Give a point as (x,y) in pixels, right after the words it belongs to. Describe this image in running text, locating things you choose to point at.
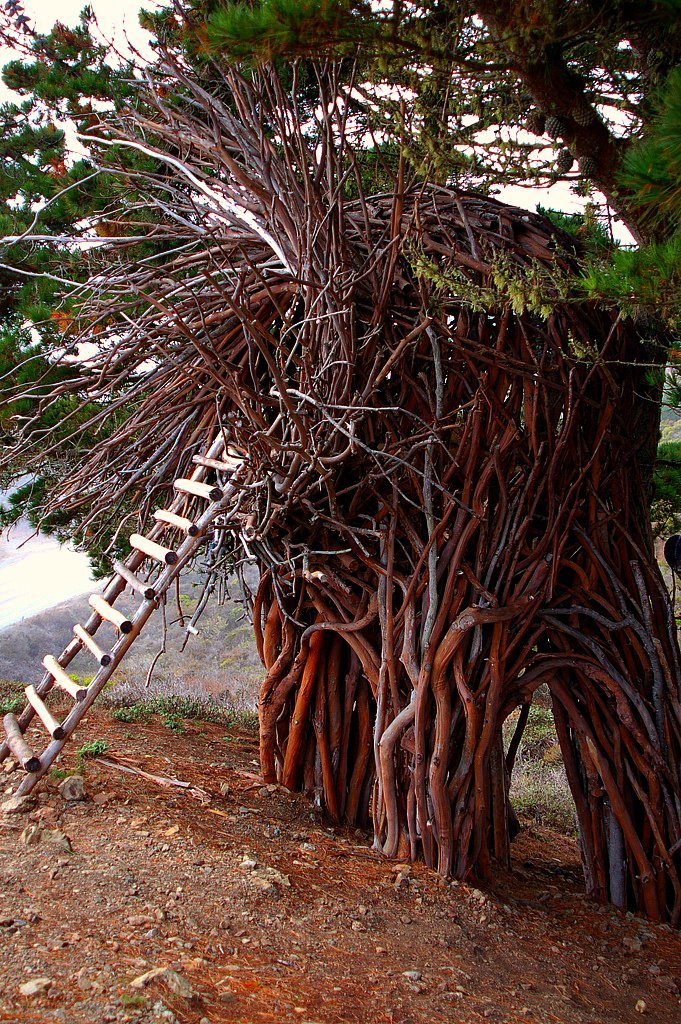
In this picture we are seeing this ladder (39,768) which is at left side (217,441) is attached to the different type of this tree (255,215) on the right side (523,246).
